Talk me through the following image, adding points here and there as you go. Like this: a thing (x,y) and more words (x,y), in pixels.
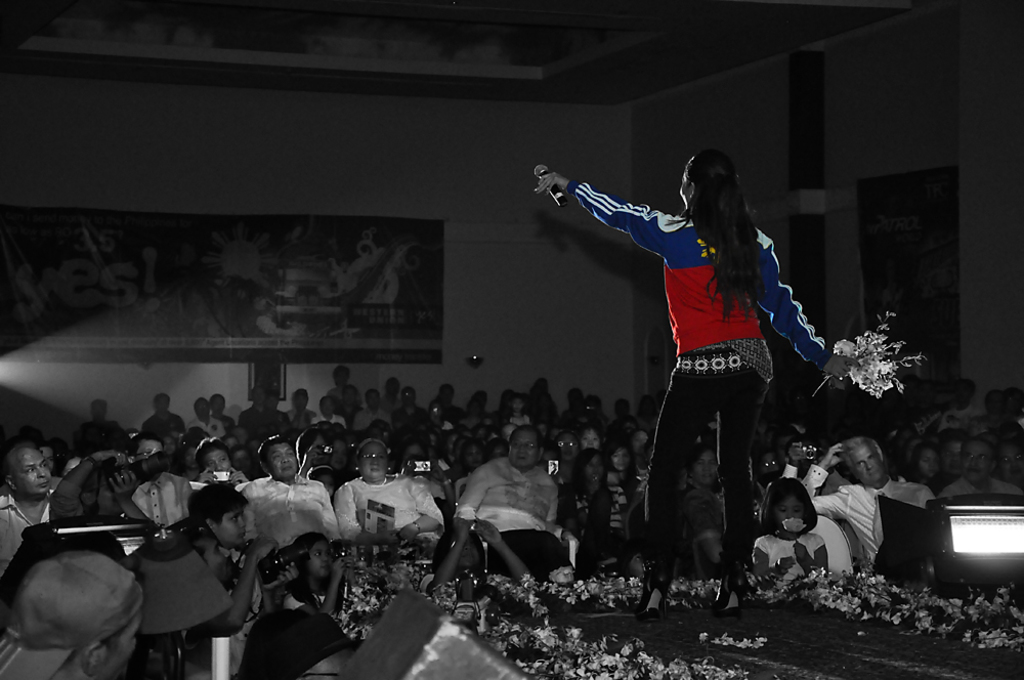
In this picture I can see few people (391,398) seated and a woman (723,433) standing on the dais (778,621) and she is holding some flowers (881,350) in one hand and a microphone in another hand (555,180) and I can see a light (956,553) on the dais (787,641) and I can see a banner (167,305) on the back (192,297) with some text (107,290) and few of them holding cameras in their hands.
